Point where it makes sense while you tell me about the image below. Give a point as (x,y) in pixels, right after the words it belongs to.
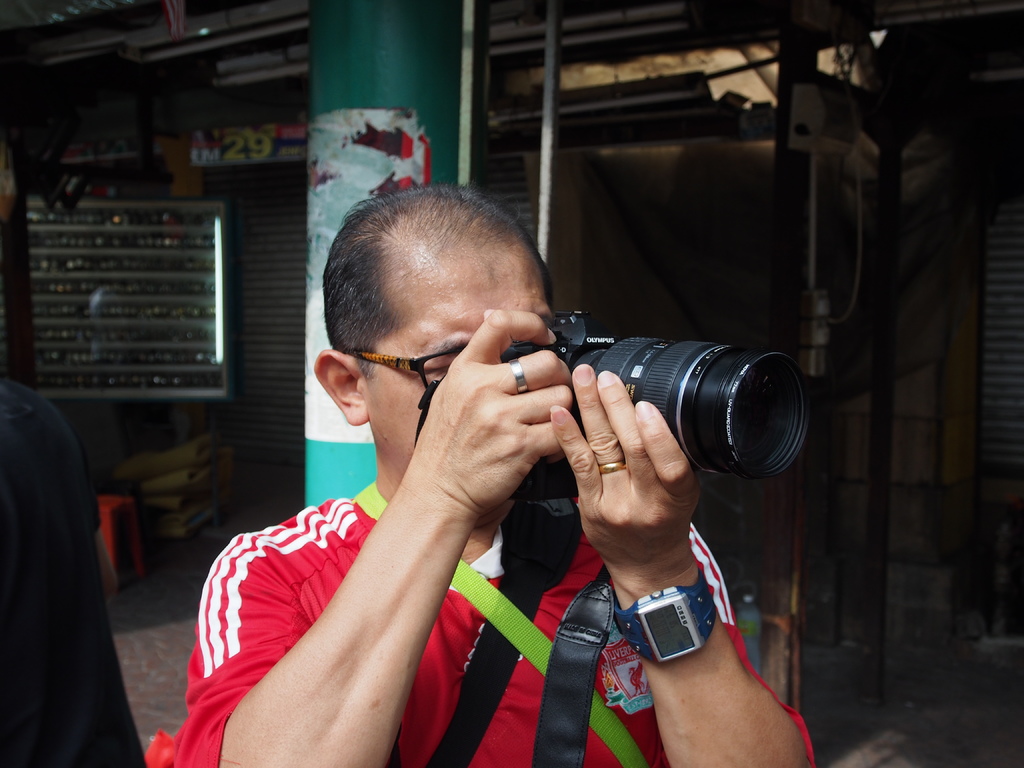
This picture is of outside. In the center (458,328) there is a man (511,698) wearing red color t-shirt (526,732), holding a camera (691,428) and taking pictures. In the background (365,45) we can see the shutters (1013,215) and pillar (404,39) and a ground (160,619).
